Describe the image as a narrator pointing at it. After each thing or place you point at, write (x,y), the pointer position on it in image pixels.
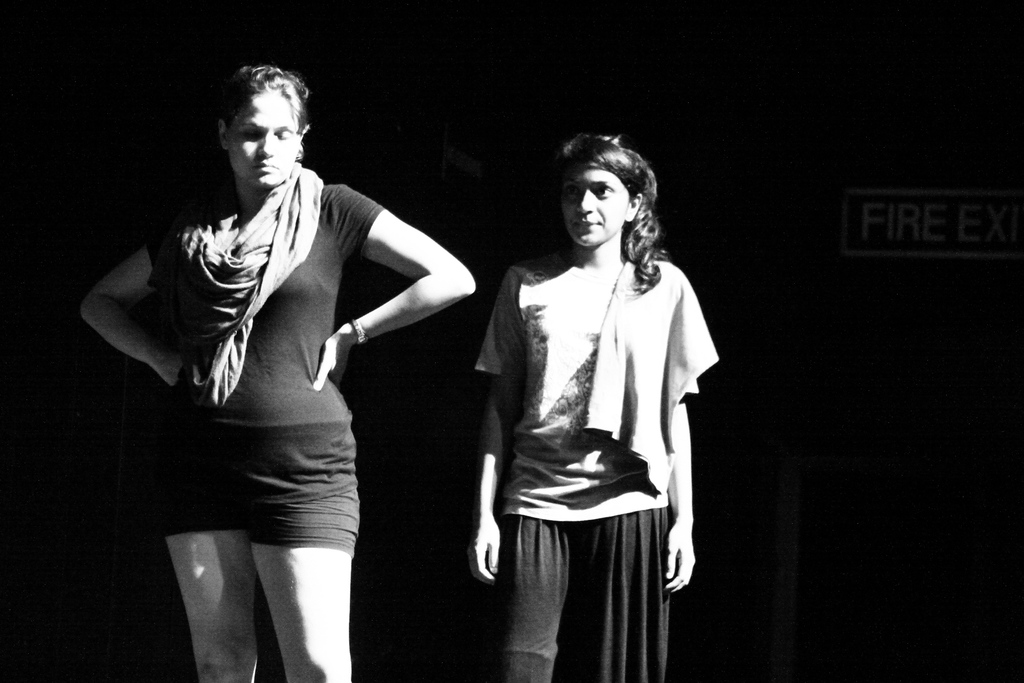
In this image we can see women (309,495) standing. In the background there is a door (989,646).
